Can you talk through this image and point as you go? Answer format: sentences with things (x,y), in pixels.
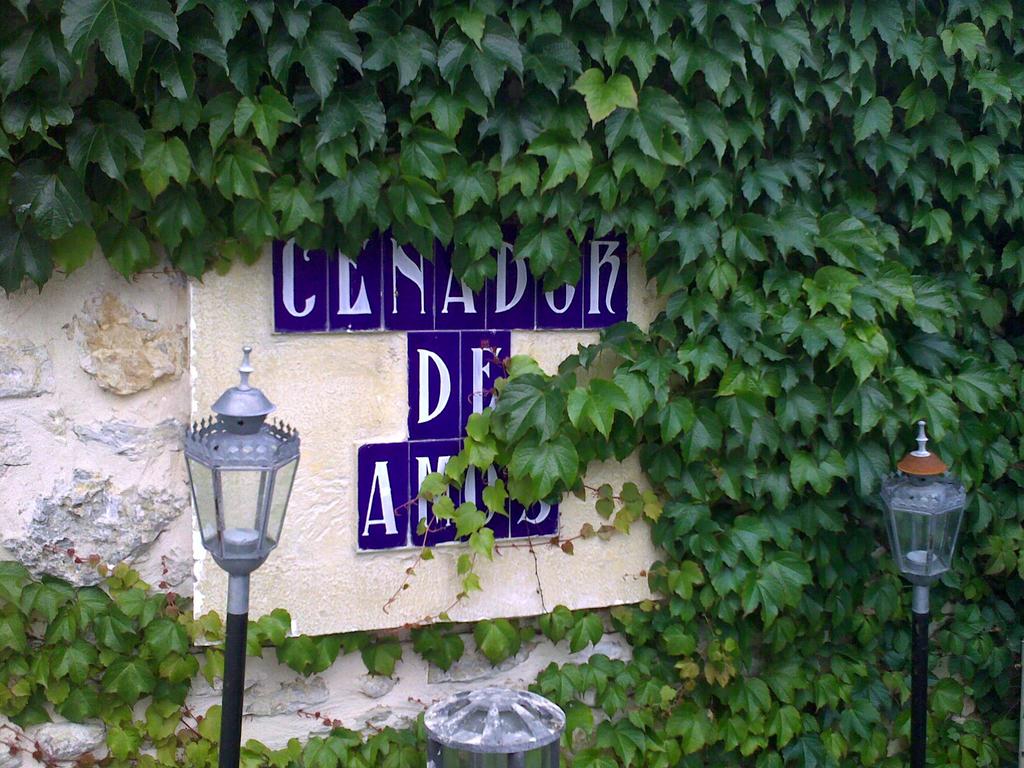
In this image we can see light poles (946,468), we can see a board (298,259) to the stone wall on which we can see white color letters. Also, we can see the Creepers (682,118).
